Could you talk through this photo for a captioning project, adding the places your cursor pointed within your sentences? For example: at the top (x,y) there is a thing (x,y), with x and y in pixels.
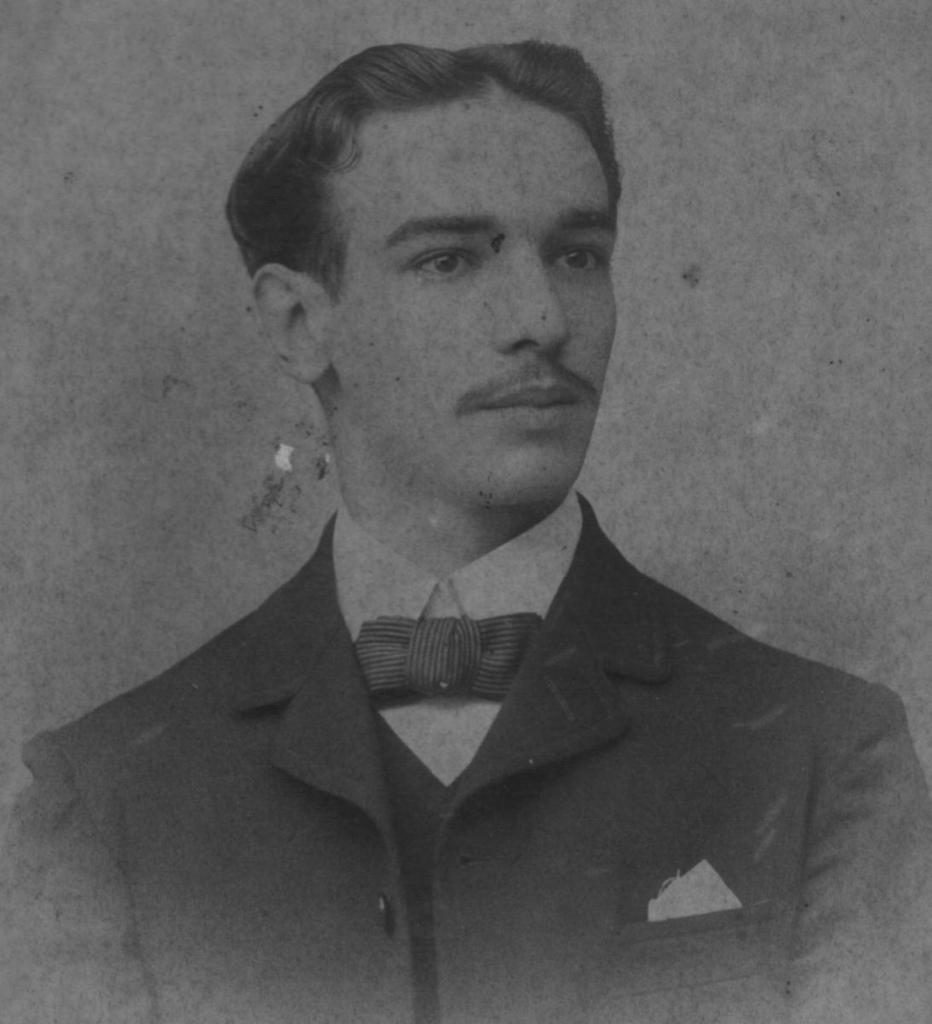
This is a black and white image where I can see a photograph of a person (502,469) wearing blazer (282,868), shirt (397,577) and bow (423,690).
